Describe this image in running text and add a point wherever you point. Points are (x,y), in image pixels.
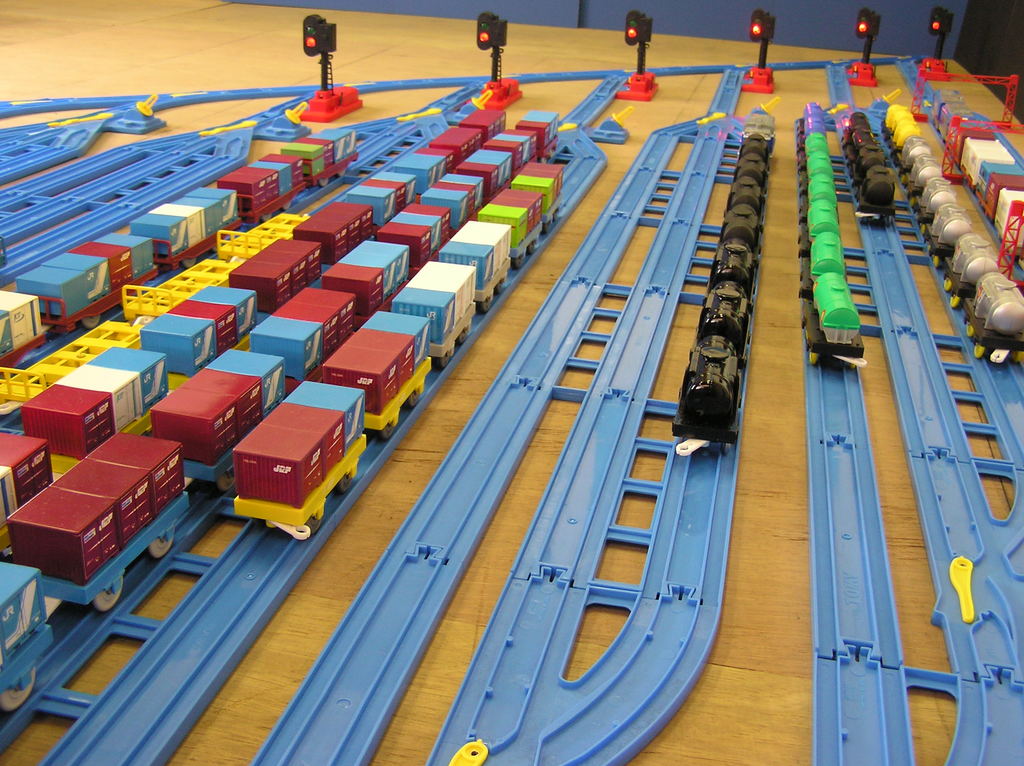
We can see toy trains (377,200) on tracks (83,232) and we can see traffic signals (311,28) with poles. In the background (712,28) it is blue.
